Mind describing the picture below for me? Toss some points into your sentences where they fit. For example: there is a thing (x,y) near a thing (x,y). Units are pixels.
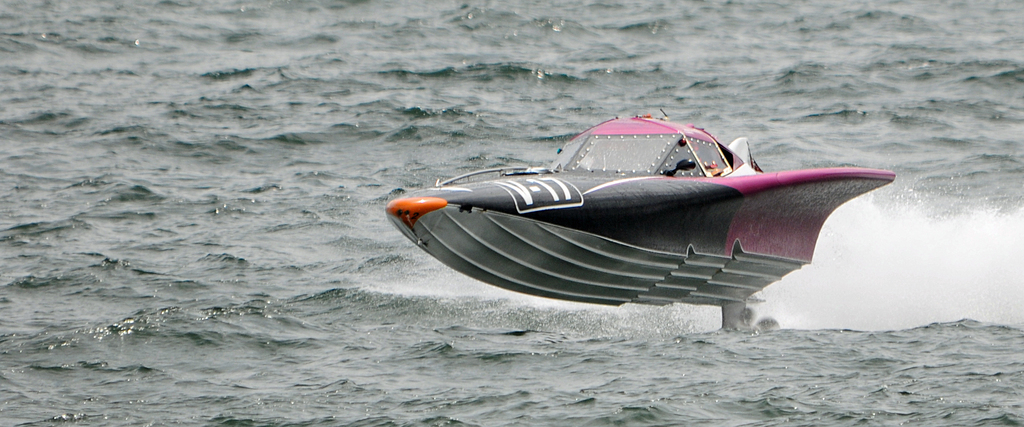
In this image I can see there is a speedboat (571,159) on the water (144,216).
